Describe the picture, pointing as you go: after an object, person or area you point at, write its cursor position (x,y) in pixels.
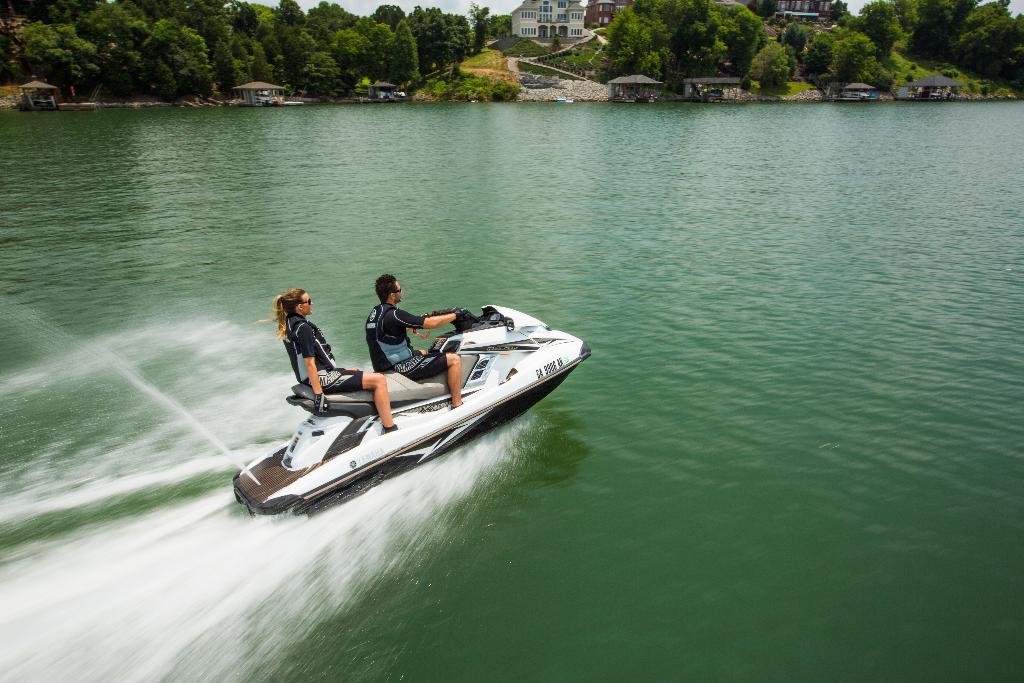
In this picture, at the bottom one person (380,370) is riding the boat (491,353) and another person (286,294) is sitting back.
